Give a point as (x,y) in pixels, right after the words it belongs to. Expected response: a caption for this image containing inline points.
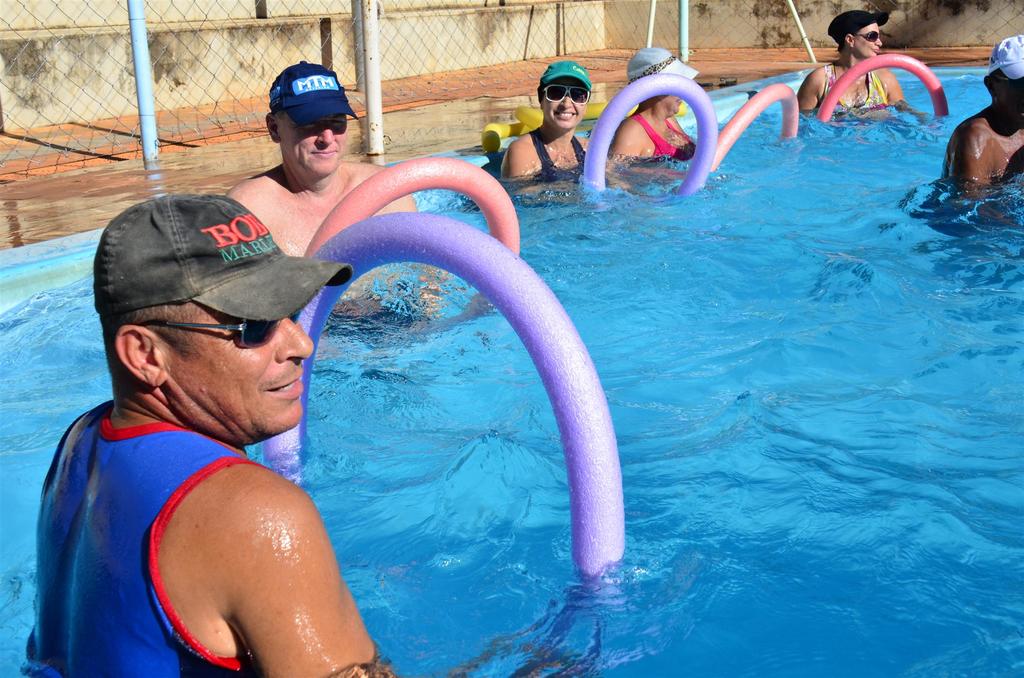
In this picture we can see a few people (977,134) in water (823,642). There are some colorful objects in water (73,337). There is a fencing (447,26), poles (154,162) and a wall (627,11) in the background (598,36).
